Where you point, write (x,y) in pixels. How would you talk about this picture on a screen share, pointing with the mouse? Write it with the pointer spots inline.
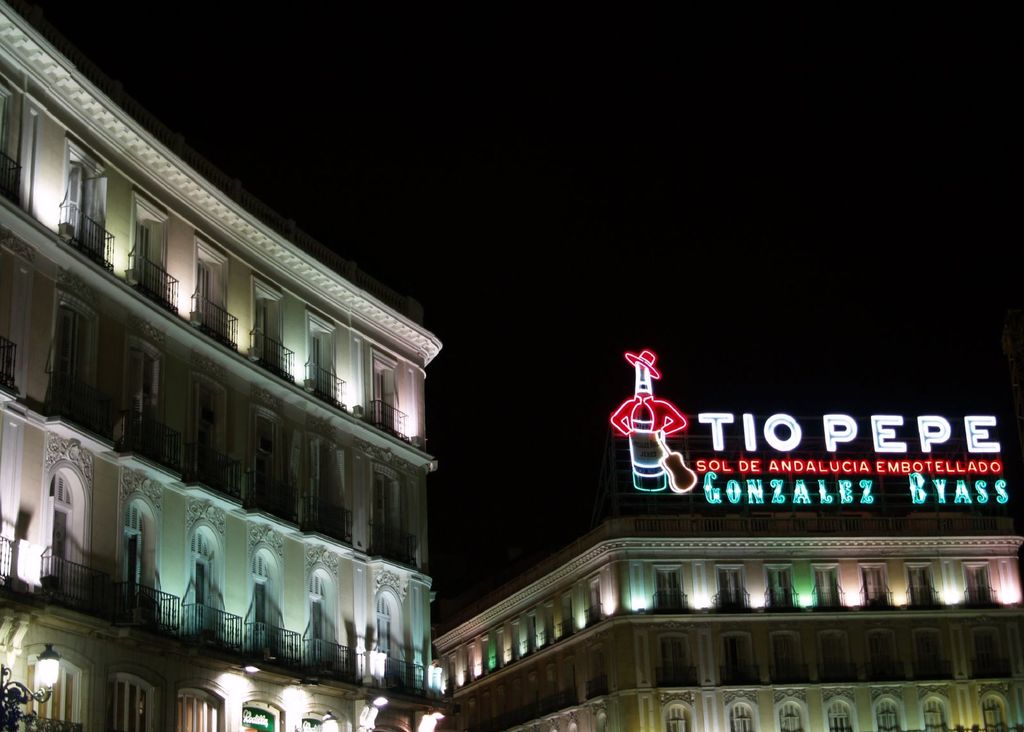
In this image we can see two buildings (496,601) and there are lights (646,454) on the buildings (490,615). On the right side (973,426), we can see the text (716,461) with lights (701,466) on top of the building (541,577). In the bottom left corner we can see a light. At the top (516,144), the image is dark.
